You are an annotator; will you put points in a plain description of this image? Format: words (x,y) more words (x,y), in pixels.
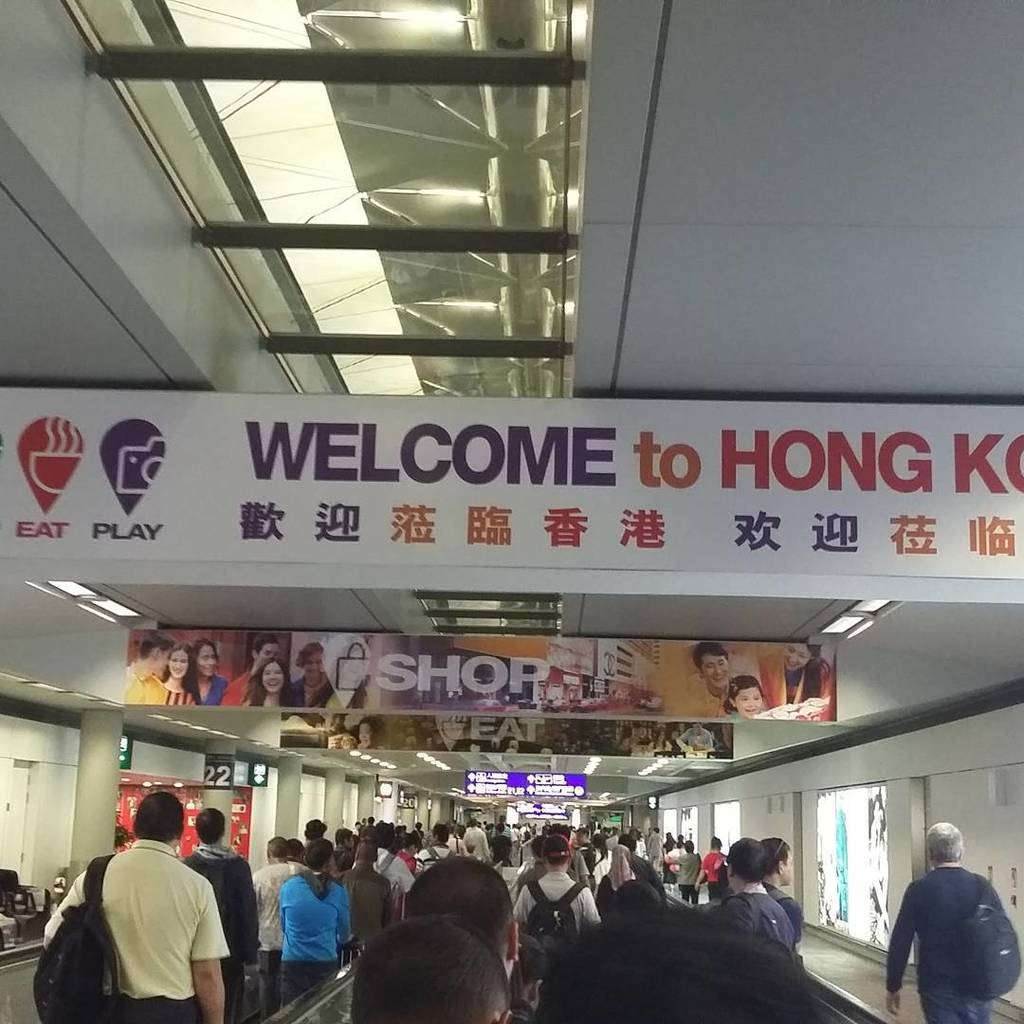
At the top (418,281) we can see the ceiling (571,282). This is an inside view picture of an airport (905,577). In this picture we can see the hoardings (917,553), lights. In the middle portion of the picture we can see the people (948,937) and glass railings (858,999). On the right (841,851) and left side of the picture (196,826) we can see the boards (242,798) and hoardings (242,798). On the left side of the picture (34,900) we can see a black object (16,903).
